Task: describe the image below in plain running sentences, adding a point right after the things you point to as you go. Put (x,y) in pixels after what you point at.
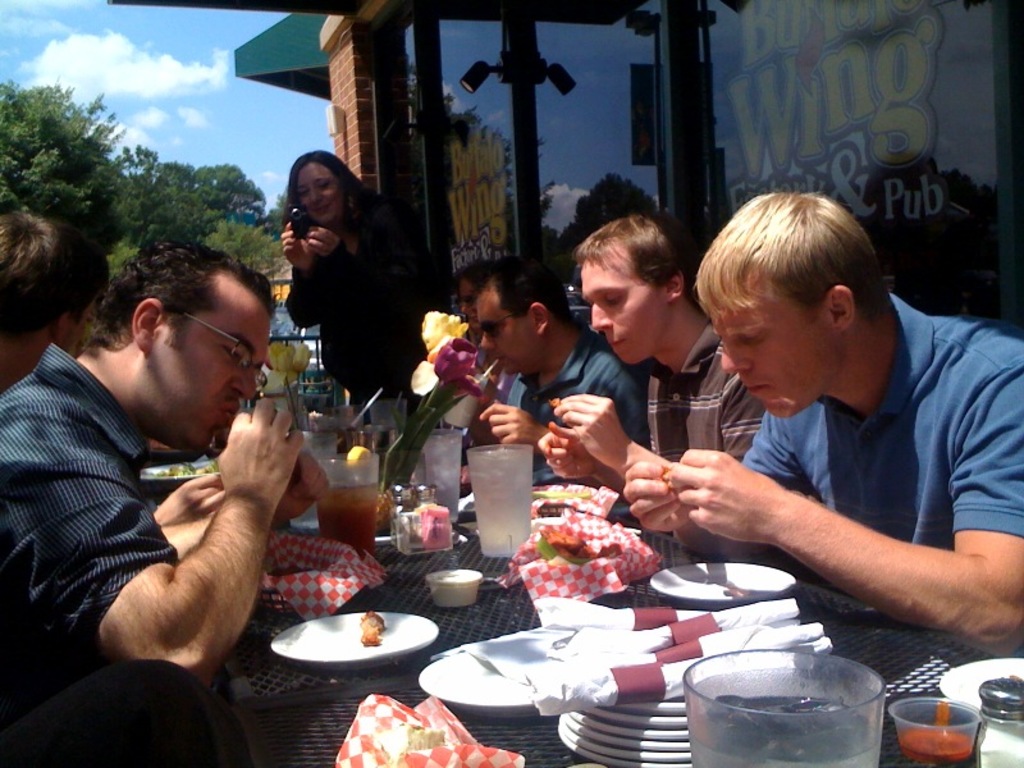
At the bottom of the image (667,589) there is a table (460,566), on the table (324,739) there are some plates (317,631) and glasses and clothes (661,625) and cups (347,469). Surrounding the table (387,552) few people (522,293) are sitting and holding some food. Behind them a woman (354,325) is standing and holding a camera (292,219). In the top right corner of the image (905,193) there is a house (364,23). In the top left corner of the image (238,210) there are some trees (242,232). Behind the trees (221,231) there are some clouds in the sky (214,38).
